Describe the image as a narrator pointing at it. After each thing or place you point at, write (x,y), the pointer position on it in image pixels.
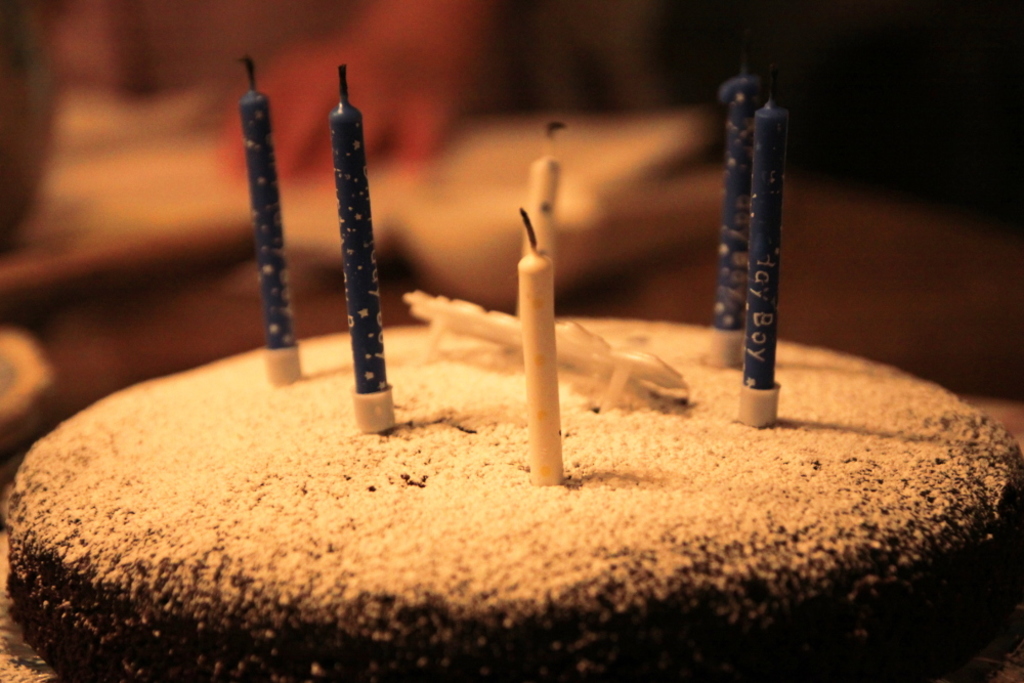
In this picture we can see some candles (743,176) placed on the cake (220,527). Behind there is a blur background (540,117).
